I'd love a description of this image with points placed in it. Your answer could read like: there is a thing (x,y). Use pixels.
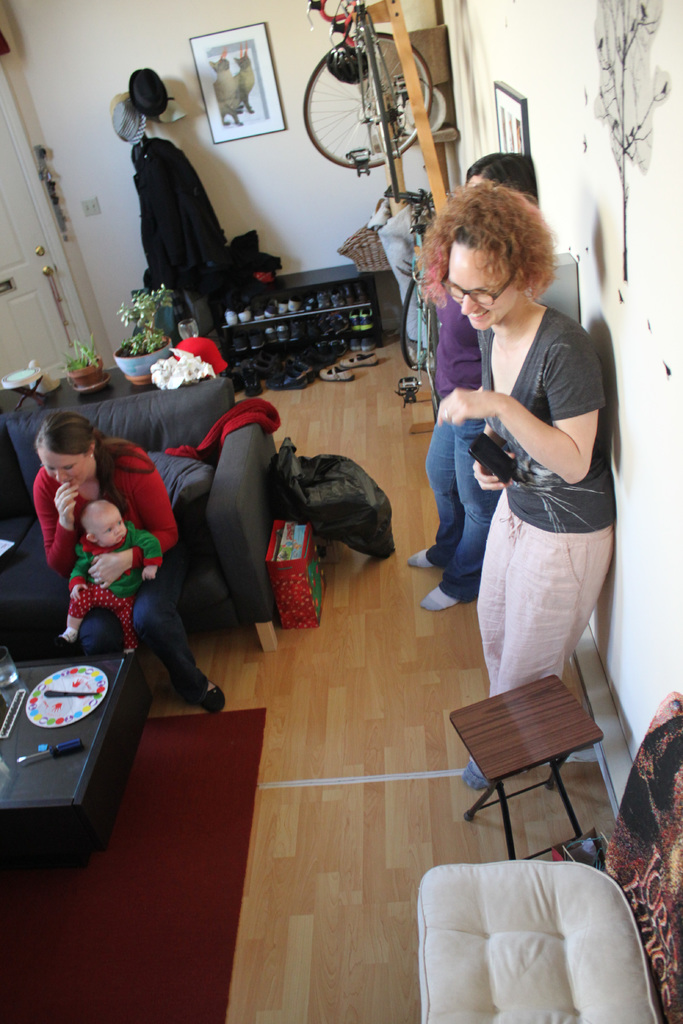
In this image I see 3 women (529,189), in which 2 of them are standing and one of them is sitting by holding a baby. I can also see there is a table (24,778) and a stool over here. In the background (8,141) I see the door (20,362), hats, a photo frame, wheel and shoes (339,292) in the rack (366,285).
